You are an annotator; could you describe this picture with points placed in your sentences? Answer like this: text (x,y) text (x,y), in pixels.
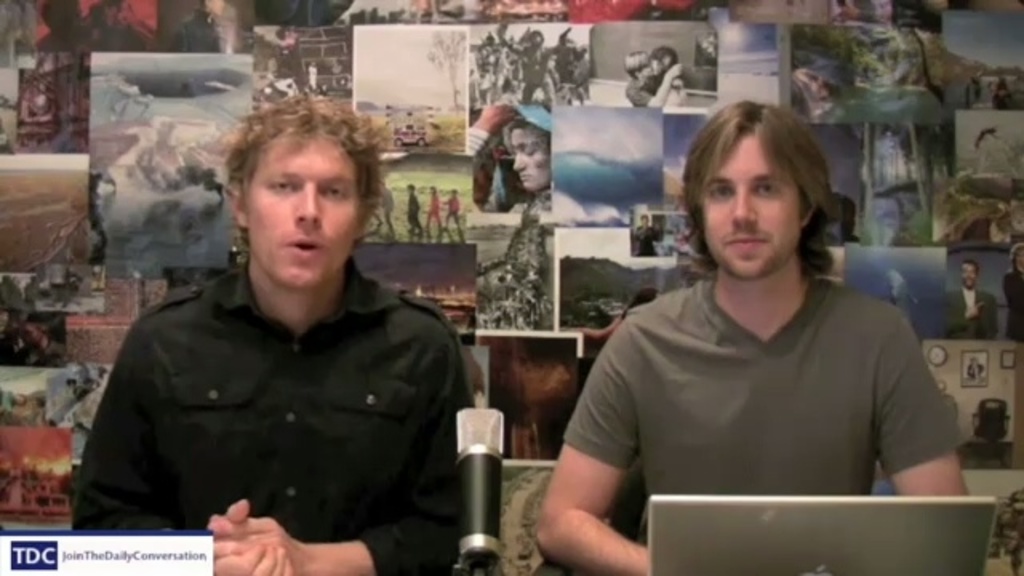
Here I can see two men (421,448) sitting. The man (349,400) who is on the left side (288,412) is speaking and the other man (618,349) is smiling. At the bottom (672,538) there is a laptop (747,548) and a mike (470,516). At the back of these people (798,376) there are many photographs (493,94). In the bottom left (113,562) I can see some edited text (84,551).
